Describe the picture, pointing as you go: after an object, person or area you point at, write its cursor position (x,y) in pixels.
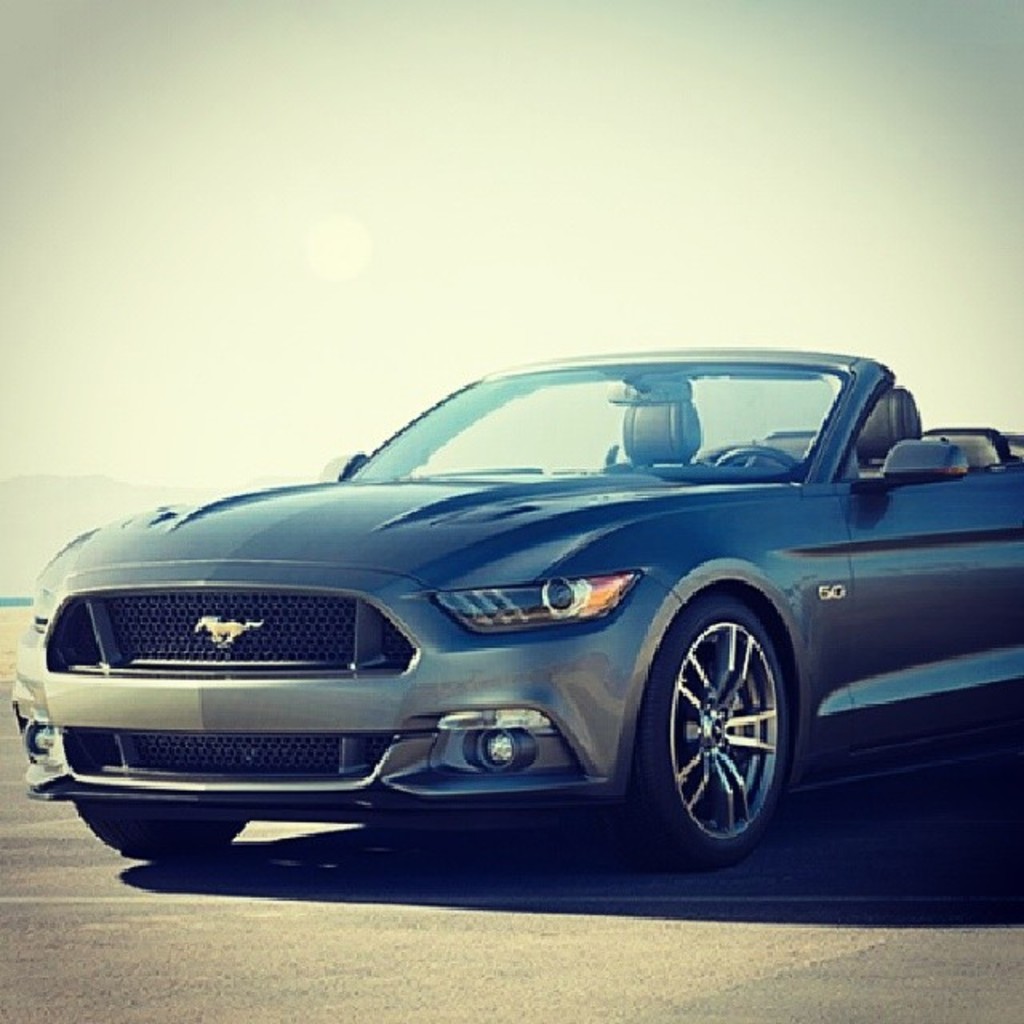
In the picture I can see car (344,631) is placed on the road (494,890).
